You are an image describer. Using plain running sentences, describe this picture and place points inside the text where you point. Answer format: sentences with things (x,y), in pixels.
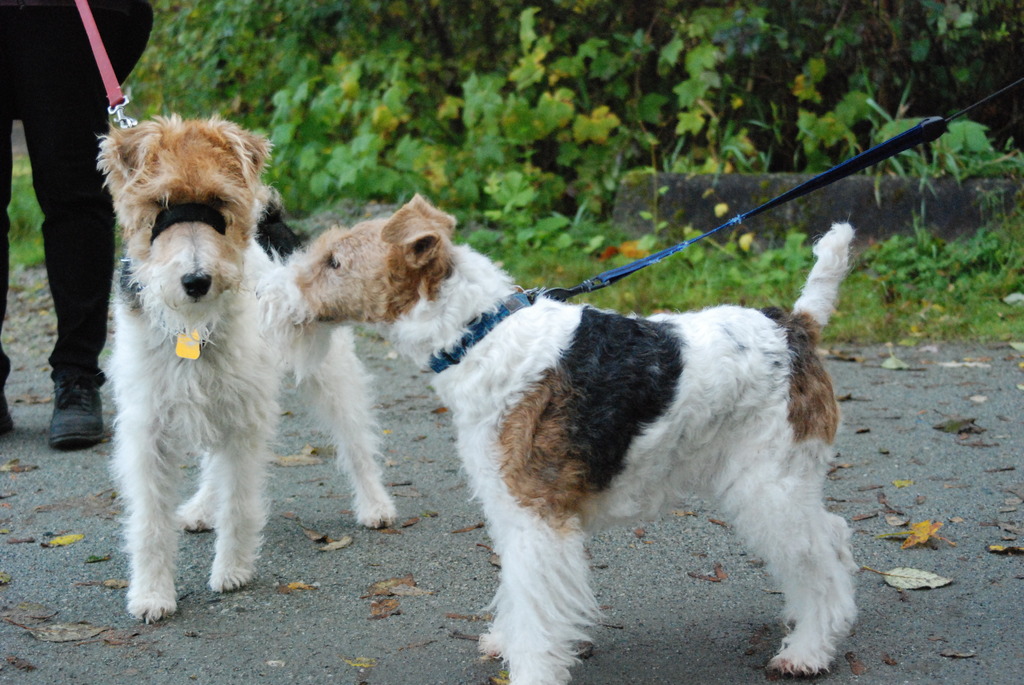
In the picture I can see two dogs (538,315) on the road (1,539). There is a person (84,311) on the top left side (101,221) though his face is not visible and he is holding the dog rope (118,111). In the background (403,134), I can see the plants (511,159). There is a green grass (696,278) on the side of the road (22,474).
